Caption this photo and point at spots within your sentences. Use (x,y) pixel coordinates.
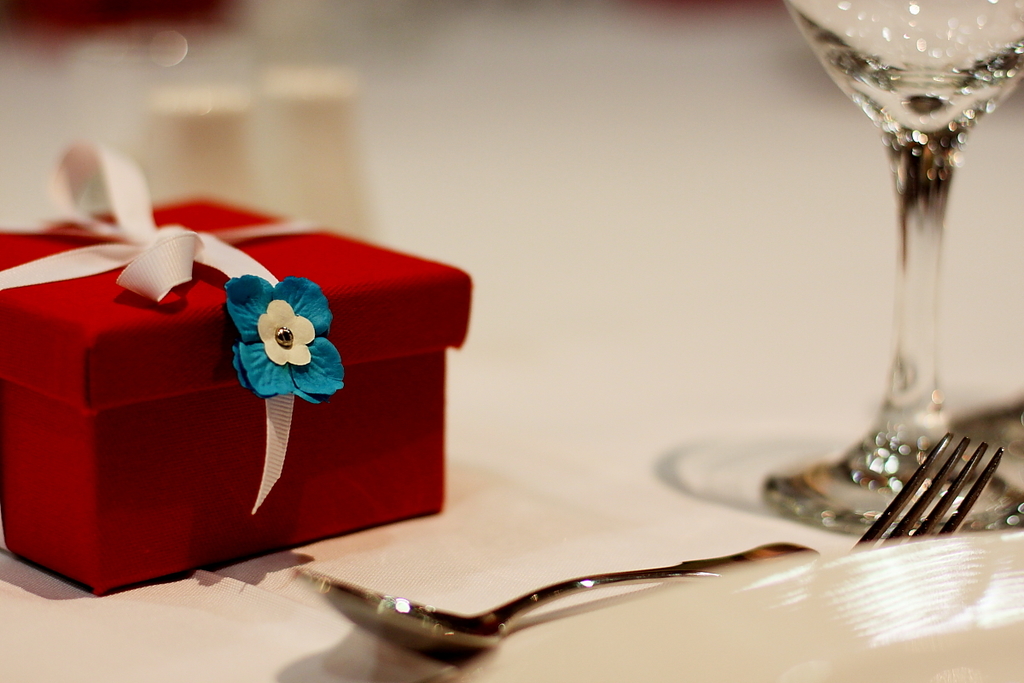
On this white surface (596,432) we can see a gift box (220,309), ribbon (199,247), glass (956,31), spoon (362,615) and fork (976,490).
